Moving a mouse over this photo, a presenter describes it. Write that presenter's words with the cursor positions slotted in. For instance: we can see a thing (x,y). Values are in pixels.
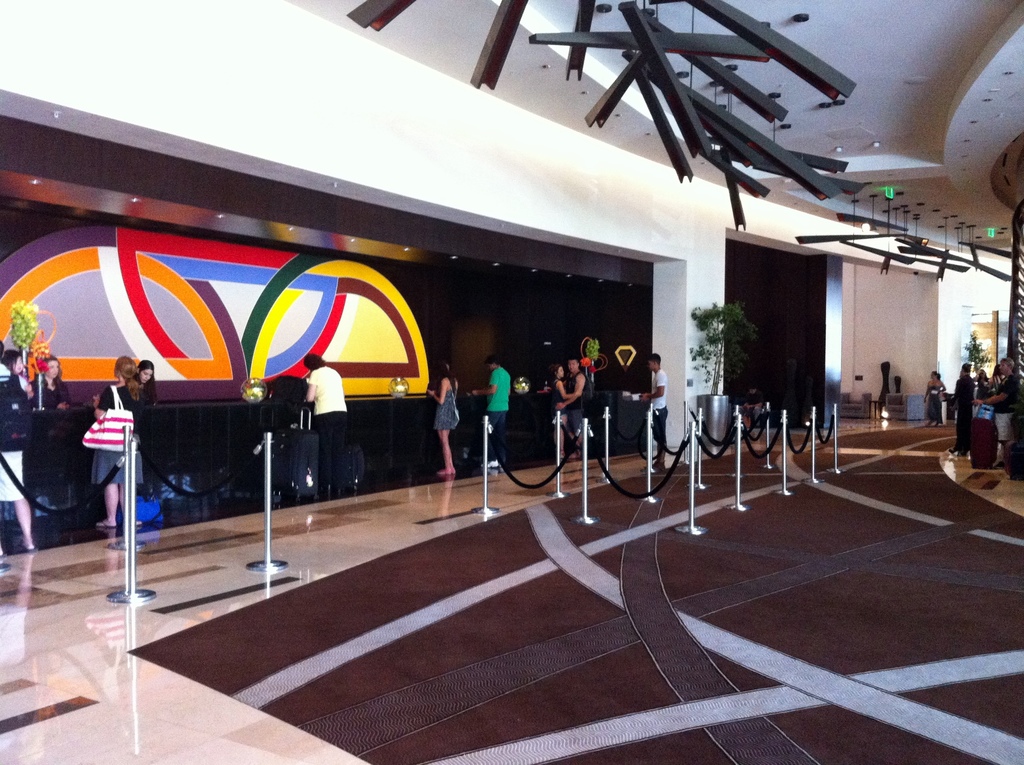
In this image I can see the surface (670,635) which is brown and white in color. I can see few silver colored poles (123,599), few persons (570,402) standing, few bags (291,455), few persons (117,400) on the other side of the desk (167,417) and the white colored wall (334,108). In the background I can see few trees (977,358), few lights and the ceiling (895,105).
